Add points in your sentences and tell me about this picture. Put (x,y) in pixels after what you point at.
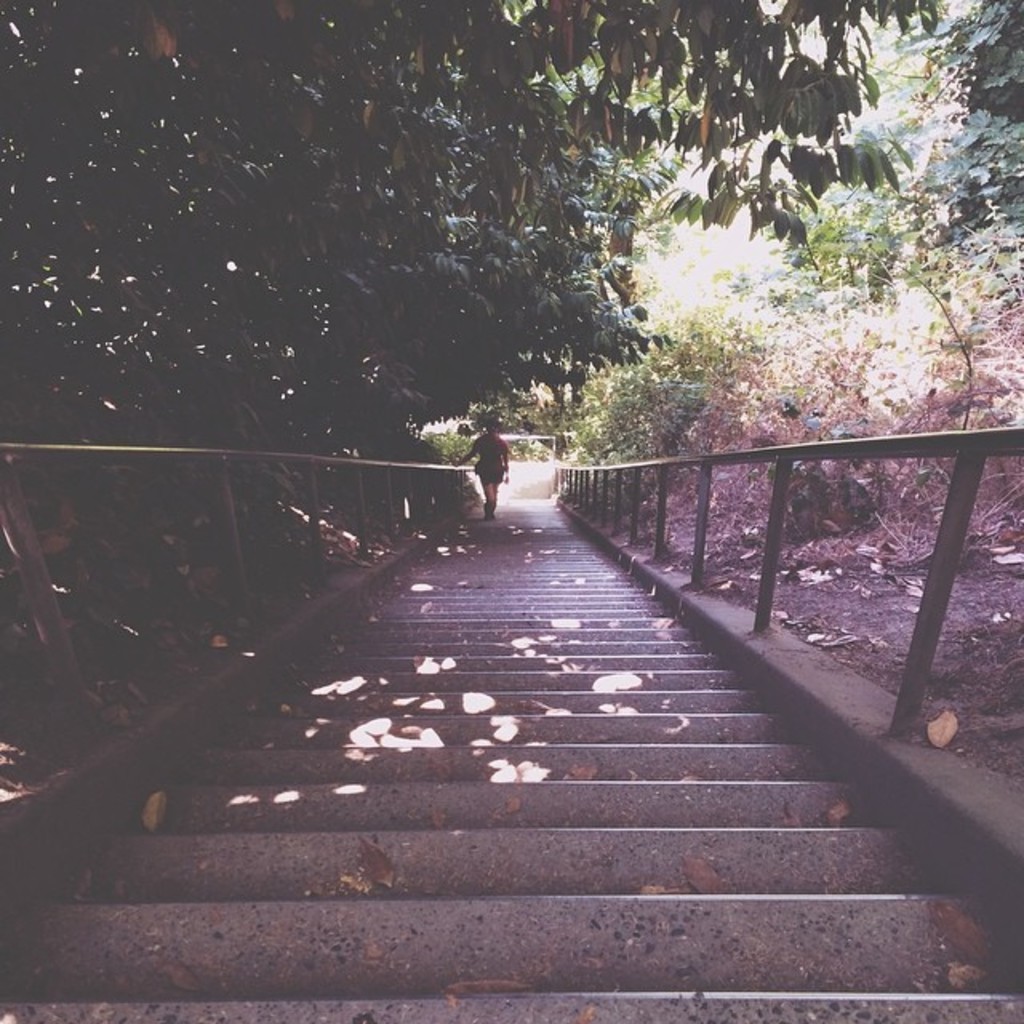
In the center of the image (487,468) we can see a person (505,473) standing on the staircase (483,594). In the background (831,287), we can see, metal barricade (959,518) and a group of trees (599,337).
